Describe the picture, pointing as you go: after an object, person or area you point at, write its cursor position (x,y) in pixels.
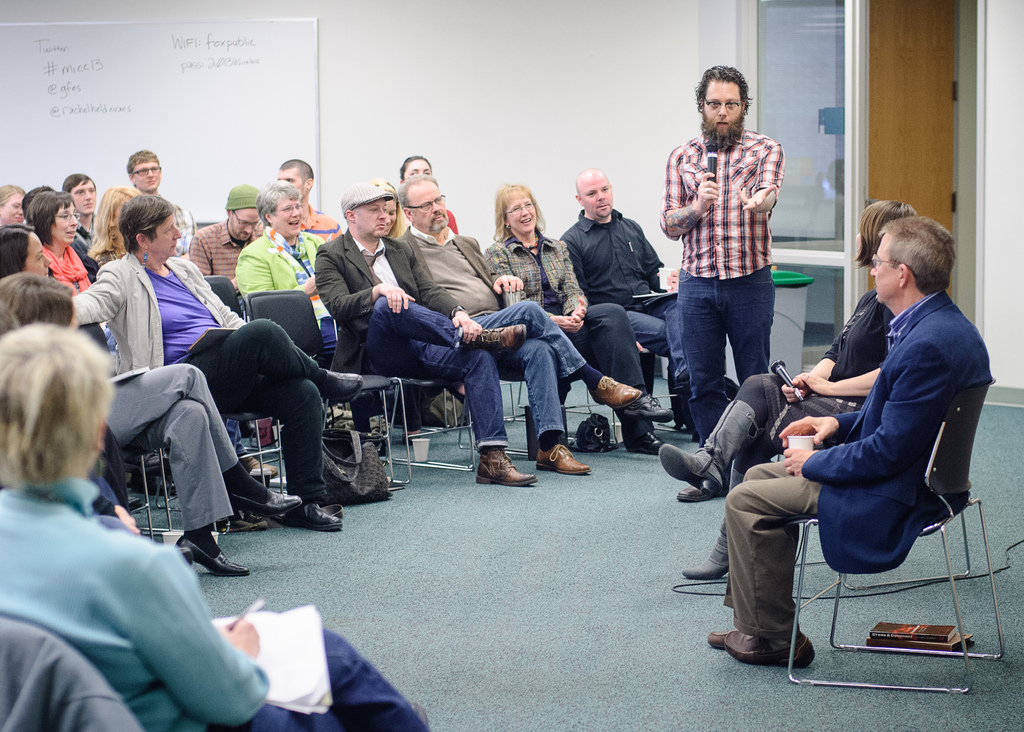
In the front of the image (904,460) there are people (910,337). Among them one person (690,316) is standing and holding a mic (712,151). Other people (876,340) are sitting on chairs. We can see bags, paper (305,660), cup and objects (801,392). Board (124,116) is on the wall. In the background of the image (531,137) there is a bin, wall (536,121), board (188,108) and doors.
